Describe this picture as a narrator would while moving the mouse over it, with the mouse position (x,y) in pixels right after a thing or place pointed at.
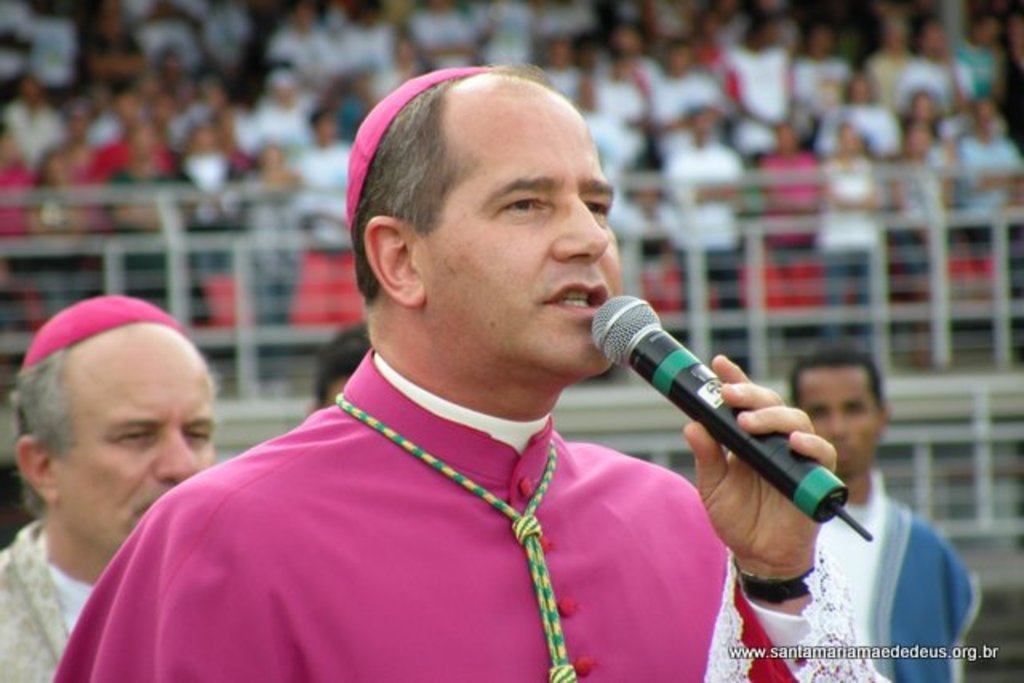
In this image we can see people (428,198) standing and one of them is holding mic (781,437) in the hand (781,506).
